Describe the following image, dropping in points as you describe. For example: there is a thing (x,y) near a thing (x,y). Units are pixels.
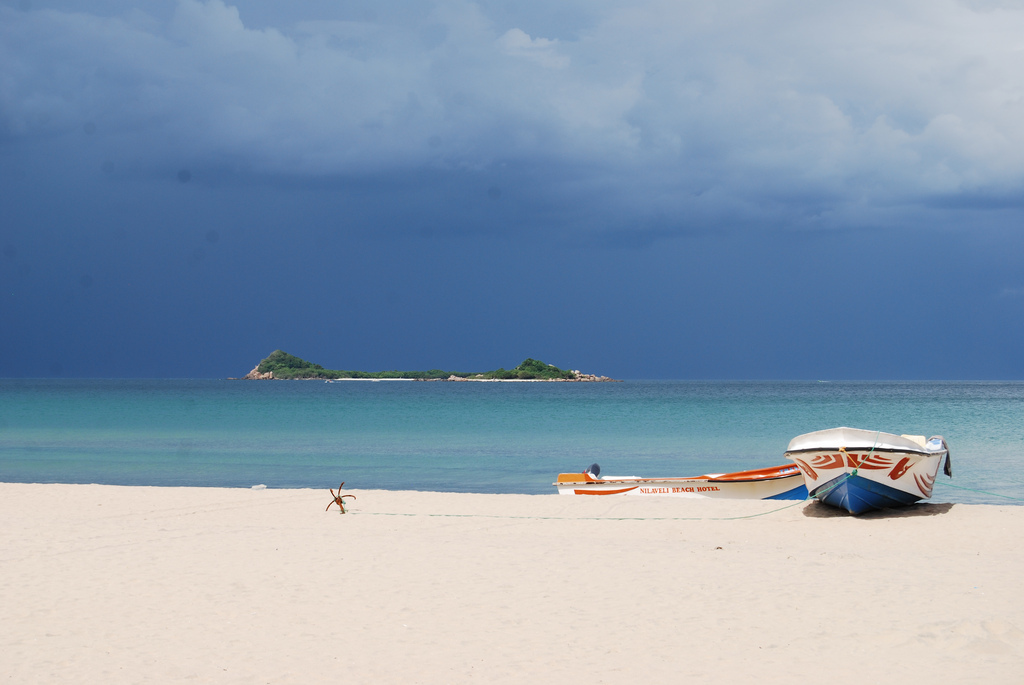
In this picture I can see the boats (635,478) on the right side (705,477). I can see water (448,460). I can see trees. I can see sand (312,513). I can see clouds (266,136) in the sky (354,114).
